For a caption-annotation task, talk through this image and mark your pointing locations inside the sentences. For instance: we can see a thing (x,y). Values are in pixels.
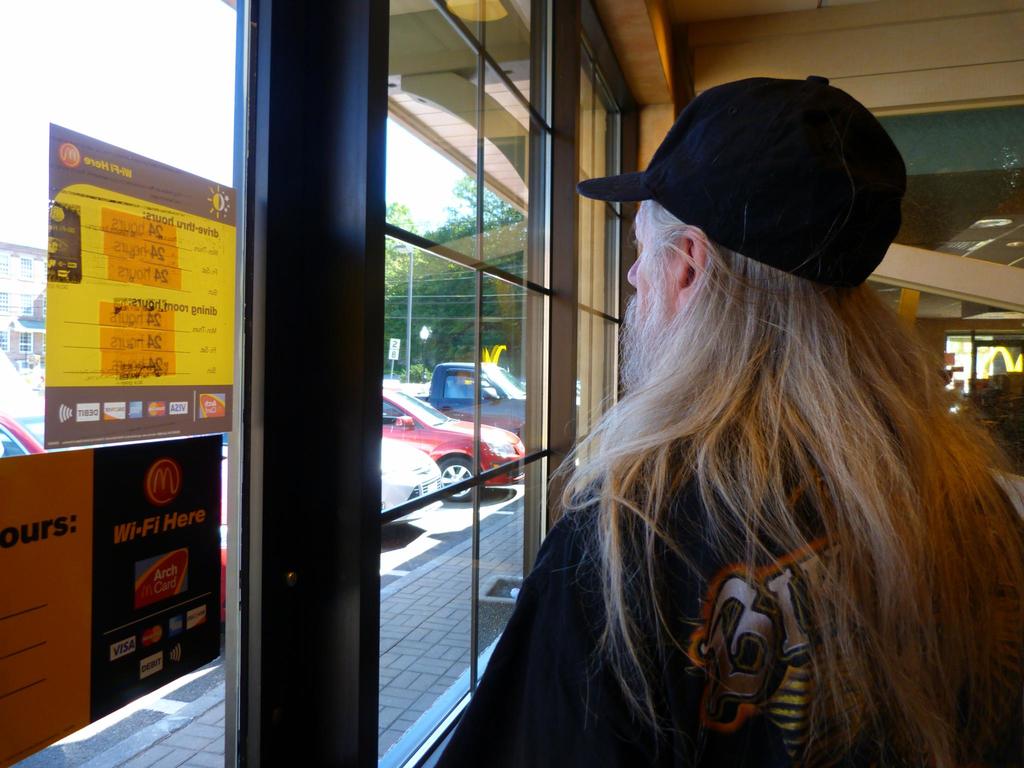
In the picture we can see a man (830,613) standing near to the window (461,529) and looking outside, he is with long hair (822,635), white beard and mustache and black color cap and from the glass window (474,537) we can see some cars (428,473) are parked and behind it we can see some trees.
